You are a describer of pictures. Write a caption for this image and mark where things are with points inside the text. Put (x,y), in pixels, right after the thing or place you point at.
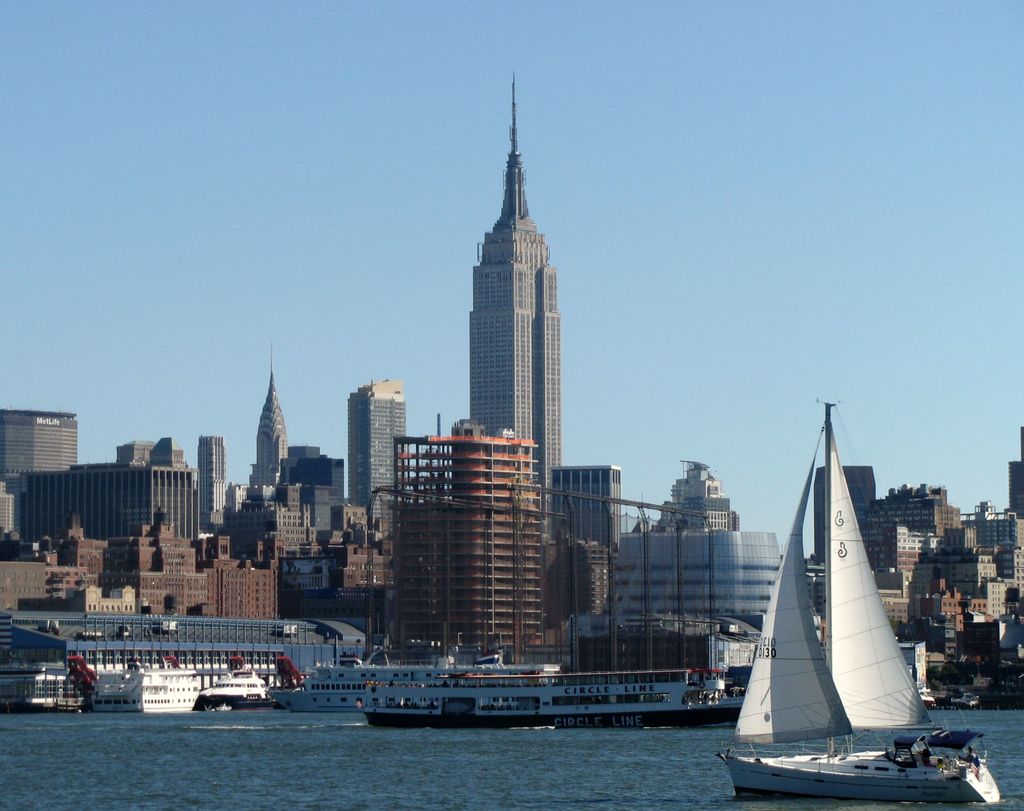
In this image there are buildings (353,586). At the bottom (280,753) there is water (366,755) and we can see a boat (740,764) and ships (481,685) on the water (361,720). In the background (634,327) there is sky (587,226).
